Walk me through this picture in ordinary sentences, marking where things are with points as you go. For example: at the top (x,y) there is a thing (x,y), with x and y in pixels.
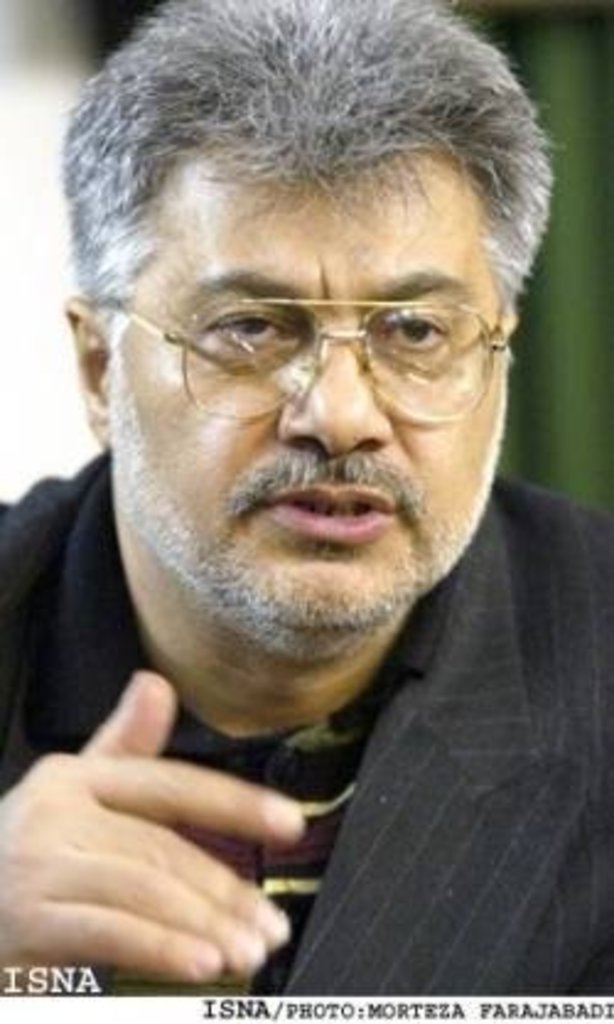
In this picture I see a man (249,376) in front (69,611) and I see the watermark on the bottom of this picture (241,1002).
